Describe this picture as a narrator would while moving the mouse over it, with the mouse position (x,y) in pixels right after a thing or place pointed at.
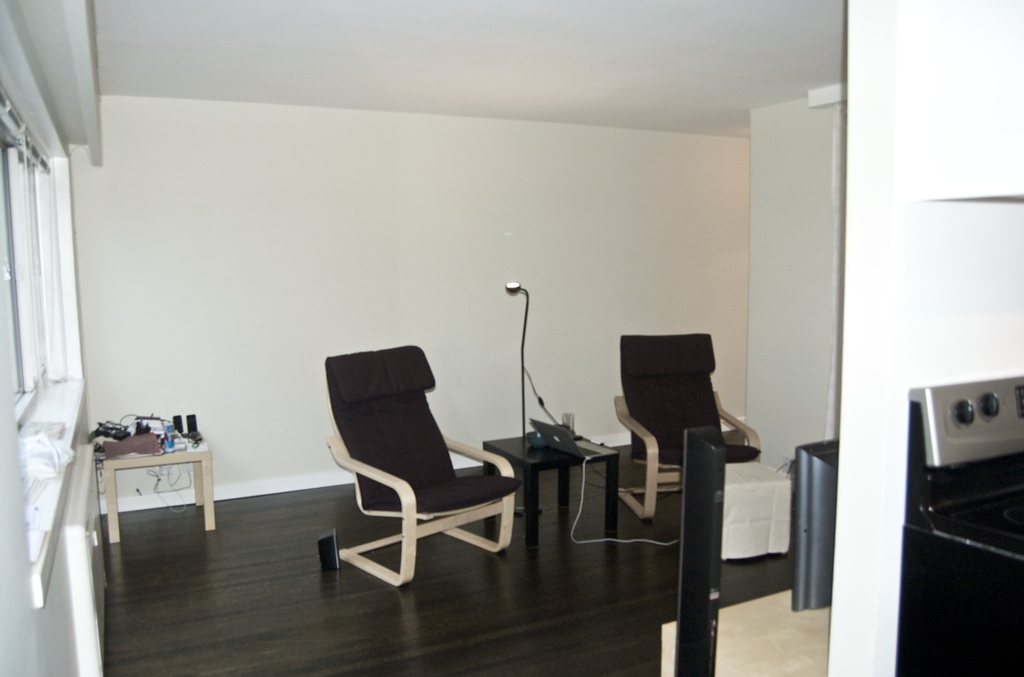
These are the chairs (697,422) in the left side (20,260) it looks like a window (61,241).
